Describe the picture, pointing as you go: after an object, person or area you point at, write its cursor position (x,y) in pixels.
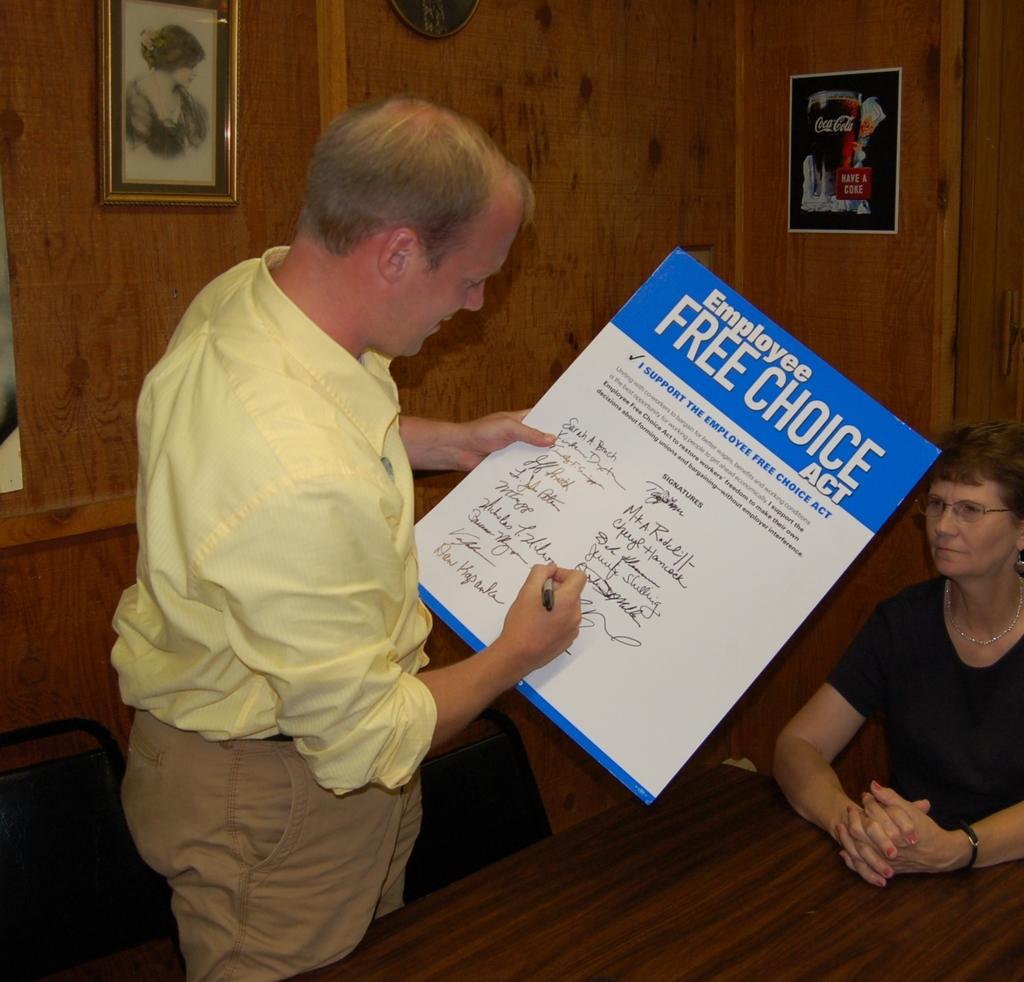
There is a man (347,705) holding poster (528,570) and a pen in his hands (578,606), there is a lady (952,531) sitting on the right side (953,513) and a table (659,881) at the bottom side (629,910). There are frames (853,172) in the background area (886,133).
